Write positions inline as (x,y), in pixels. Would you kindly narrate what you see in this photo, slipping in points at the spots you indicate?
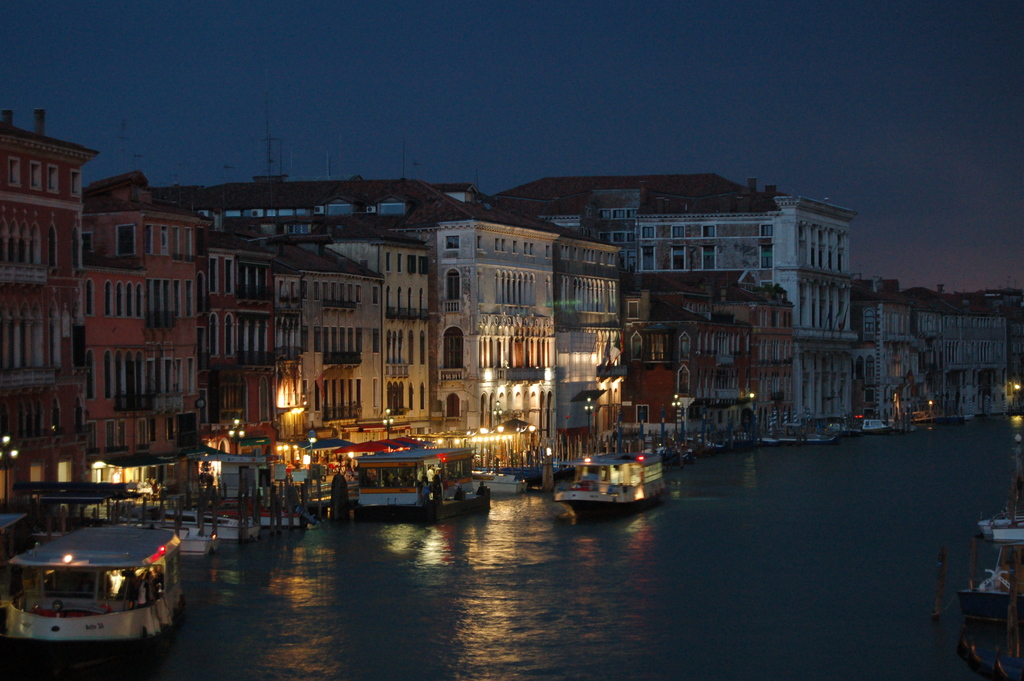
In this image in the center (457,454) there are ships (641,473) sailing on the water (700,466). In the background (181,382) there are buildings (597,376) and there are lights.
